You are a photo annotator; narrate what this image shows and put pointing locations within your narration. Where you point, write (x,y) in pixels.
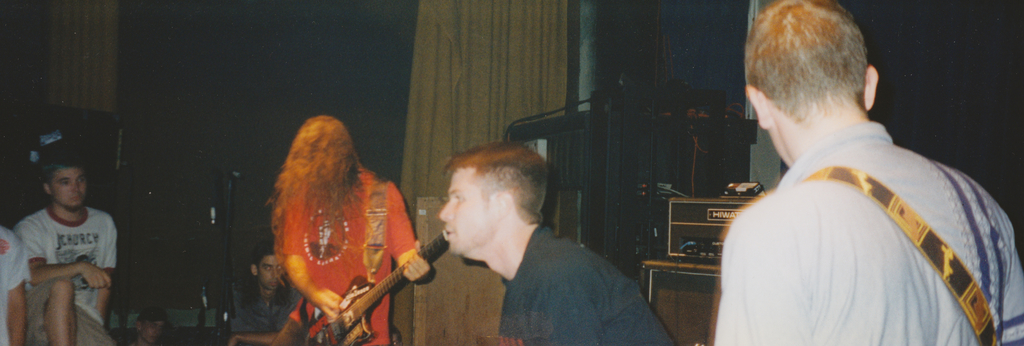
In the left (63,166), there are two persons (105,295). Out of which one person (61,253) is sitting and one person (23,276) is half visible. In the middle (504,157), there are two person (532,175). One is playing a guitar (378,295) while standing and another is singing. In the right (806,71), there is another person (852,223) holding a guitar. In the background (509,88), curtain (108,35) of yellow and dark in color is visible. In the right of centre, a speaker cabinet (695,261) is there on which a sound box (704,215) is kept. This image is taken on the stage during night time.
